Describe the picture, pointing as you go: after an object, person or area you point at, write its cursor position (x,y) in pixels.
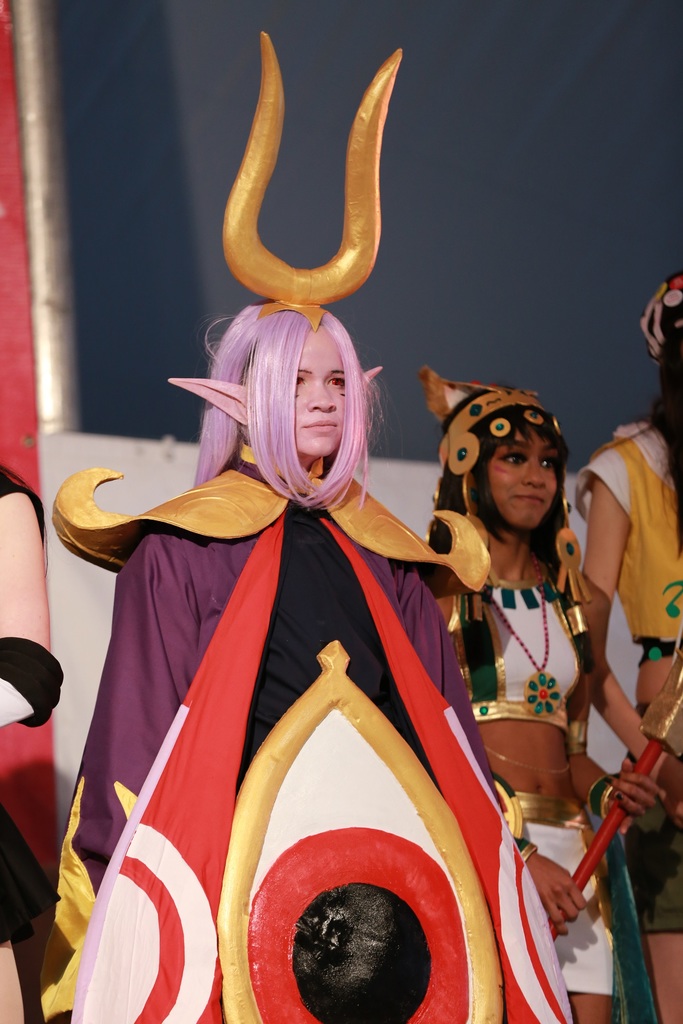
This image is taken indoors. In the background (399,280) there is a wall (80,313). In the middle of the image (332,521) a girl (268,650) is standing and she has worn a weird costume (256,709). She has worn horns (256,214) on her head (291,320). On the right side of the image (533,607) there are two girls (582,667) and a girl (564,594) is holding a stick (580,872) in her hands (624,777). On the left side of the image (18,646) there is a person (15,657).
